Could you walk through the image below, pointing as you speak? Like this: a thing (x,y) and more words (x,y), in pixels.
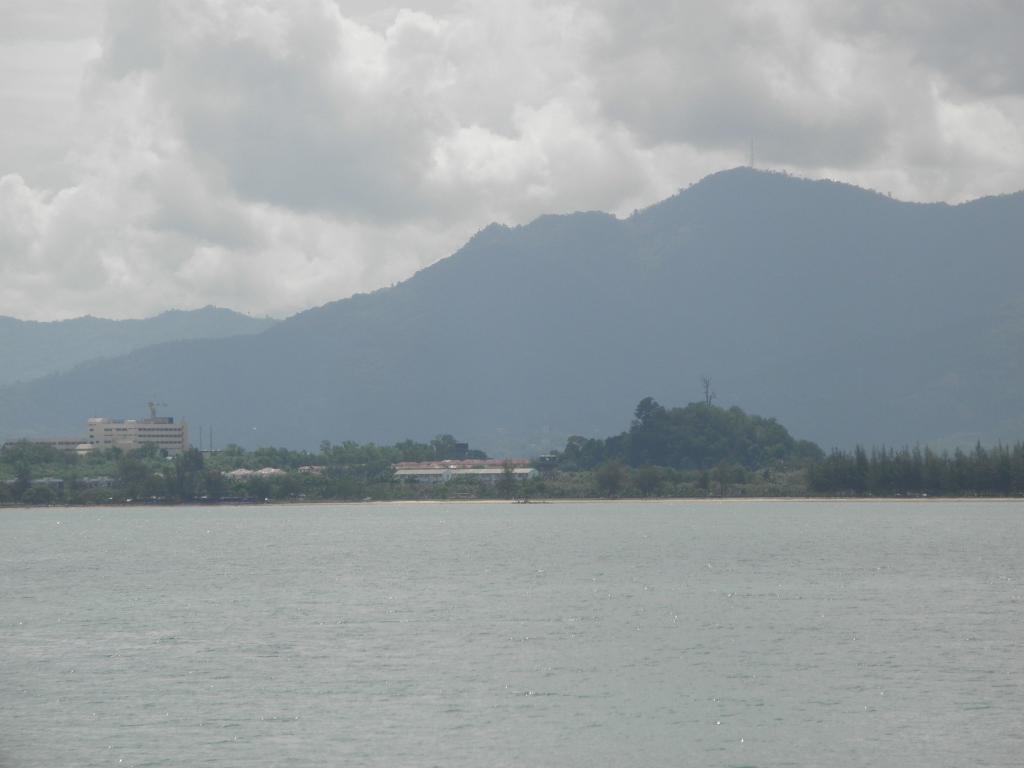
In this image I can see the water surface (467,623). I can see few trees (732,479). I can see few buildings (416,466). In the background (112,358) I can see mountains (637,336). At the top (305,111) I can see clouds (394,206) in the sky (323,270).
